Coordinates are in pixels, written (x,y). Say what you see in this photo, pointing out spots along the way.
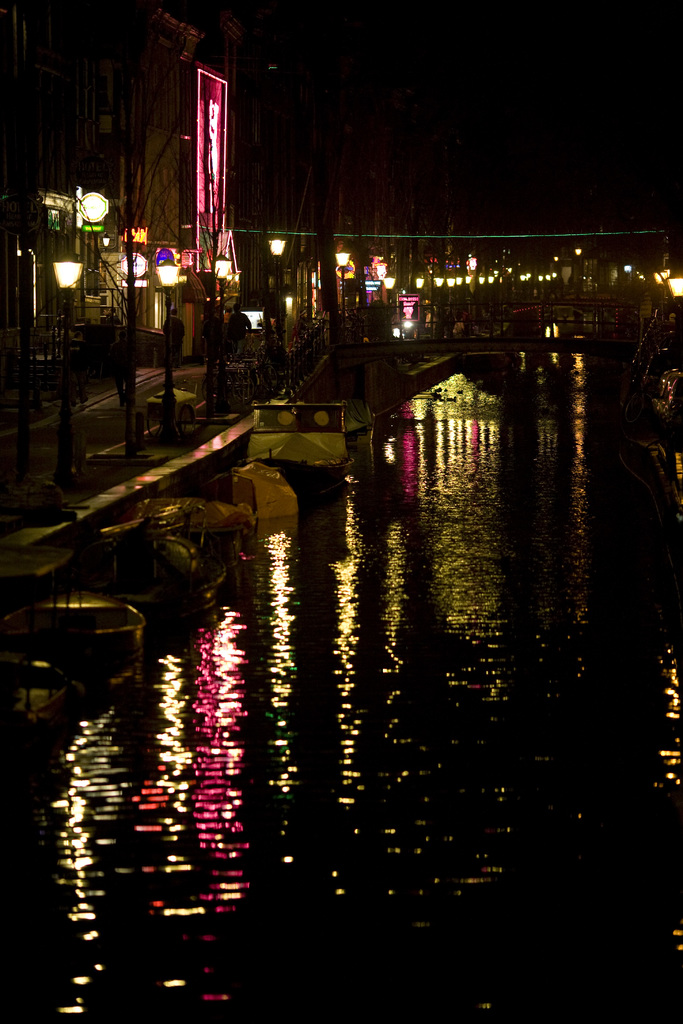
In this image we can see some boats (313,472) in a water body (451,648). We can also see a bridge (493,345), street lamps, poles (167,294), trees (214,219), a building (166,164), a signboard (203,105) with some text (206,212) on it and the sky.
